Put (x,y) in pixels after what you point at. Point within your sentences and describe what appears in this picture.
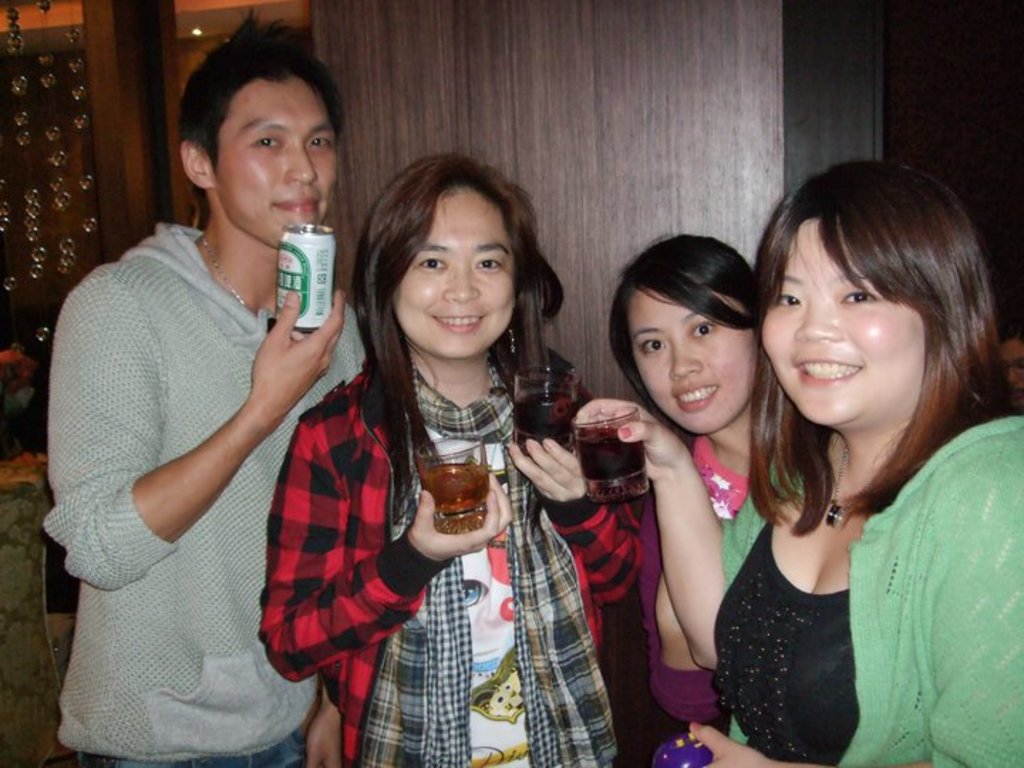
In the middle of the image (445,499) few people (793,216) are standing and smiling and holding glasses (470,483) and tins (324,235). Behind them there is a wooden wall (635,208).
